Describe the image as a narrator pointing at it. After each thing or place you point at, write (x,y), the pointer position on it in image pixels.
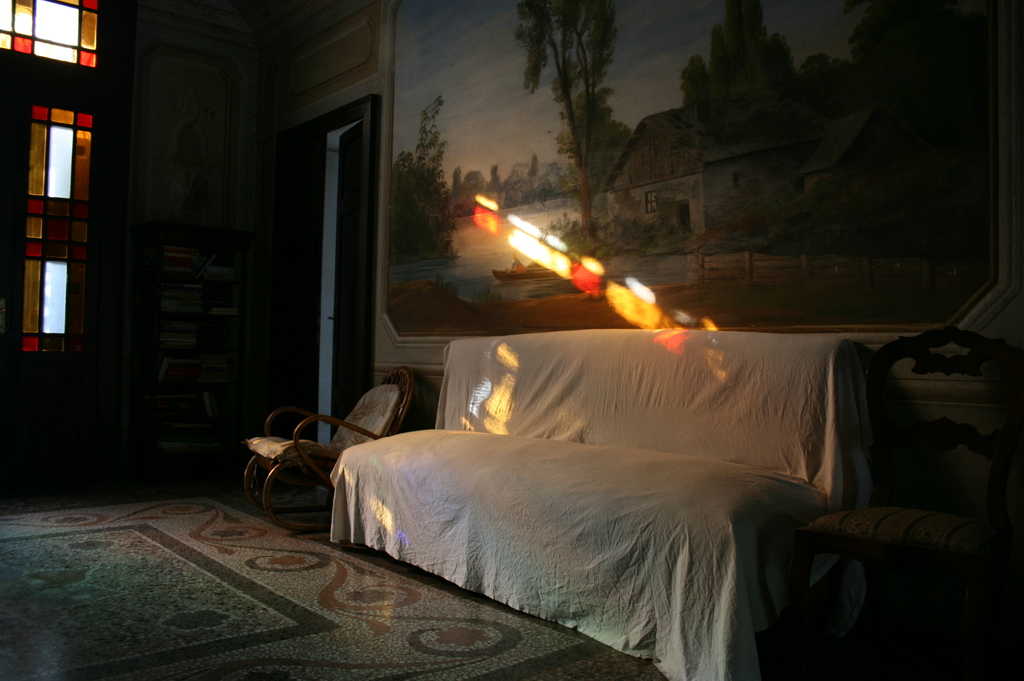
In this image I can see a couch (536,478) on which I can see a white colored cloth (576,493) and I can see 2 chairs (363,423) on both sides of the couch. In the background (888,402) I can see the wall (743,195) on which there is something painted on it, a door (349,200), a bookshelf (223,269) with some books (227,365) in it, and the window (61,21). On the wall (686,271) I can see a house (680,164), few trees (692,90), a boat (521,275) in the water (505,249) and the sky (474,88).
